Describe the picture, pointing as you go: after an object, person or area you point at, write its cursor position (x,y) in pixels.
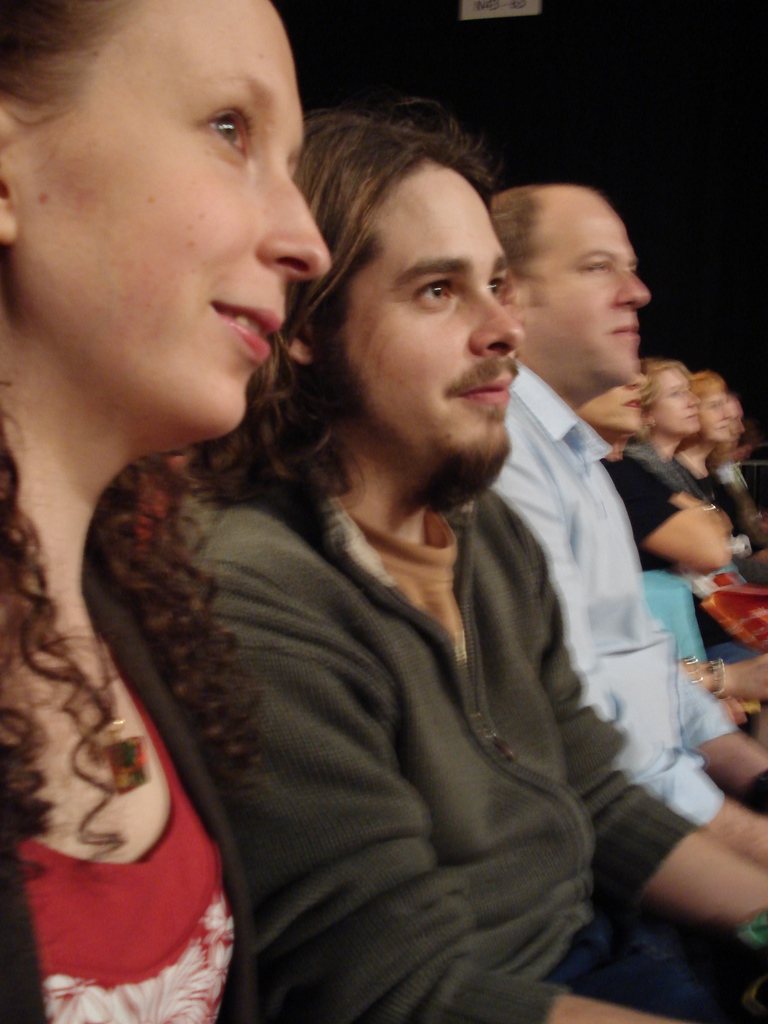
This image consists of few persons (350,778). In the front (156,884), the woman (193,928) is wearing a red dress (161,906). Beside her the man (446,869) is wearing a green jacket (475,787). The background (593,81) is too dark.
